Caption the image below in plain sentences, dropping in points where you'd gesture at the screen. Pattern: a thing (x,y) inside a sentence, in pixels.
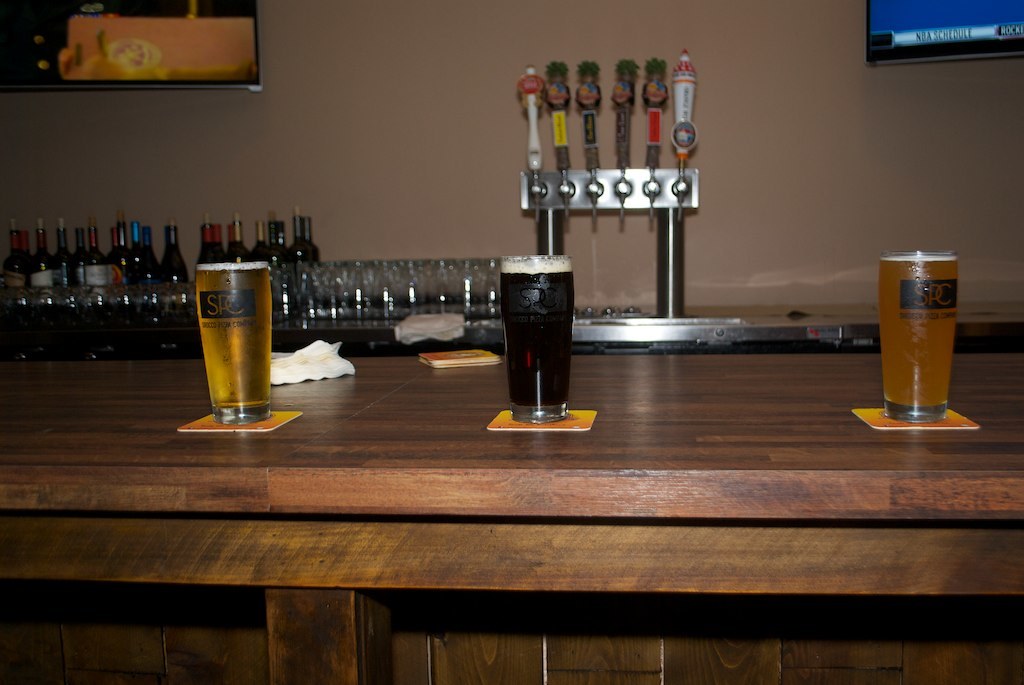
In this image i can see different types of glasses (530,382) on the table (590,380) and at the background of the image (430,270) there are glasses (430,270) and bottles (14,255).
